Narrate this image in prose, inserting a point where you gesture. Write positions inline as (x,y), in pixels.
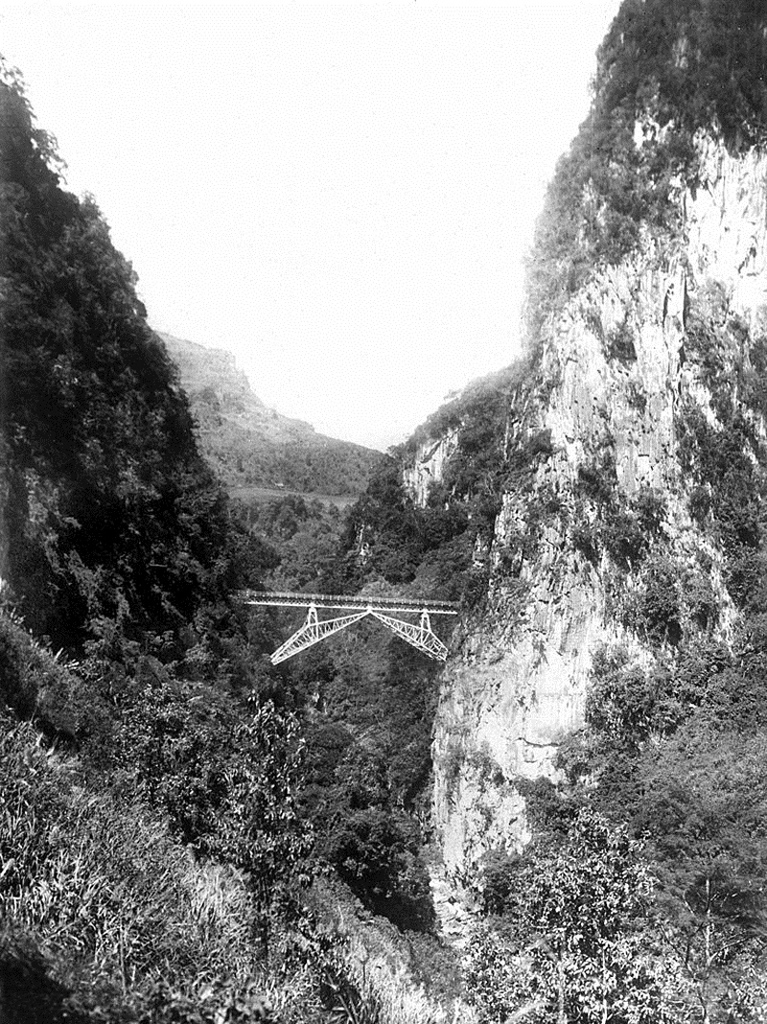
This picture is clicked outside. In the center (281,659) there is an object (434,603) seems to be in the air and we can see the trees (175,770), plants (132,900) and rocks (634,479). In the background (409,270) there is a sky (350,270).
